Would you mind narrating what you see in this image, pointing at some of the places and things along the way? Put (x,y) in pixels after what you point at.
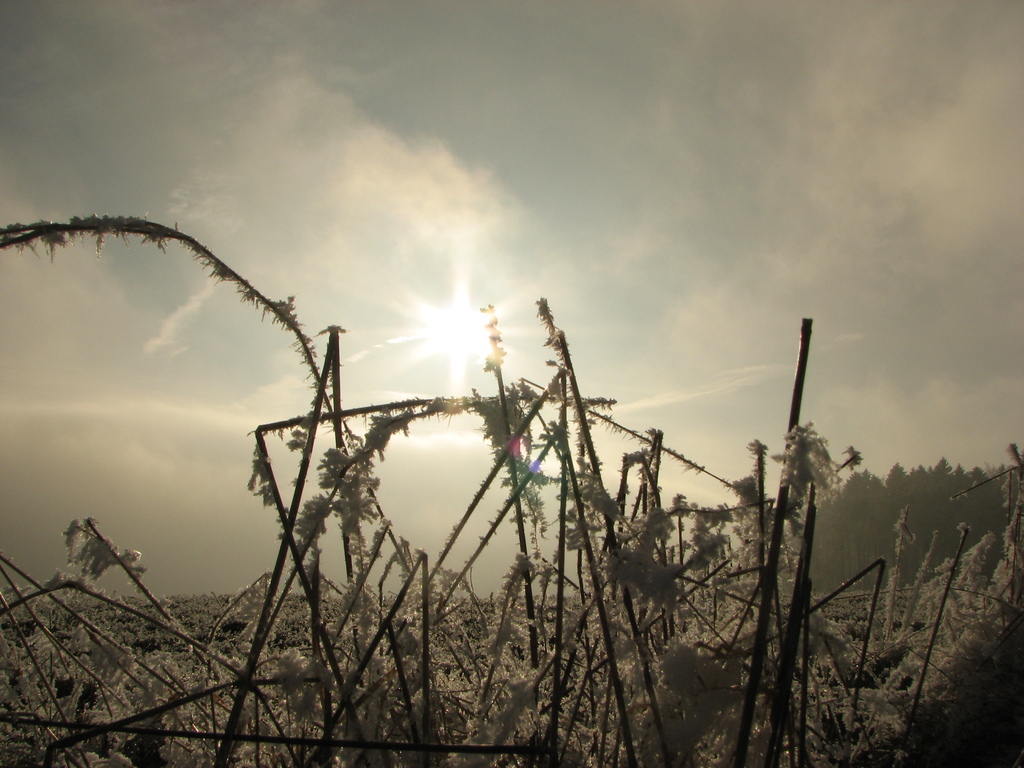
In this image, we can see twigs (528,597) covered by ice (634,609) and in the background (920,468), there are trees (923,491) and we can see sunlight (436,318).
